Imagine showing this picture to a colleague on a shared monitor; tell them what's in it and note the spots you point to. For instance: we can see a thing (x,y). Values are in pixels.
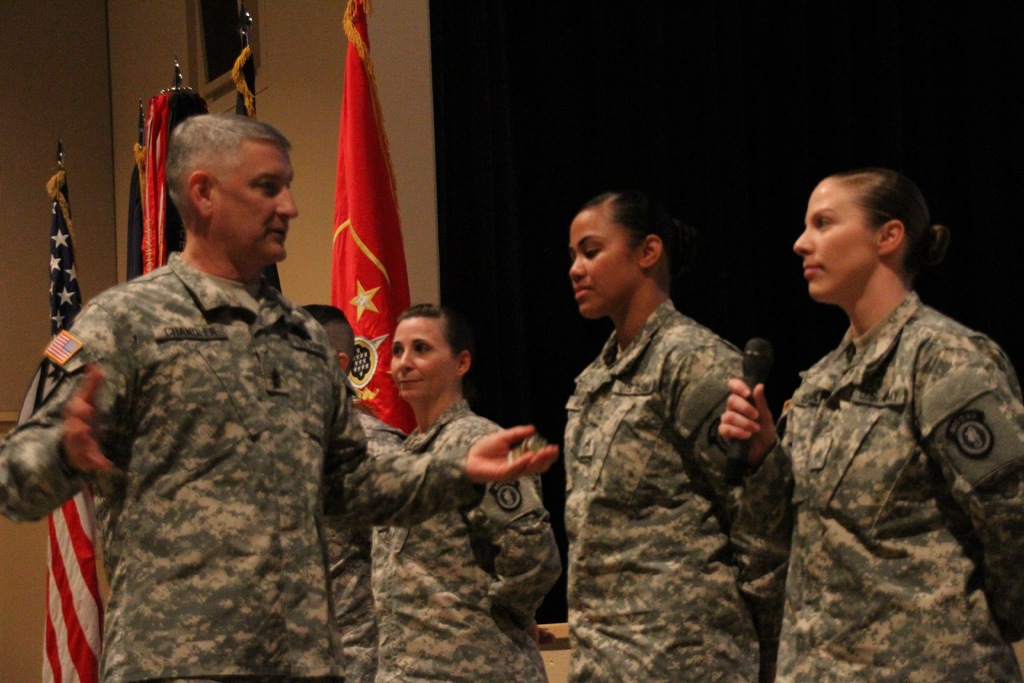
In this image we can see some military people (935,451) standing, one woman (921,438) holding a microphone (742,403) on the right side of the image (848,610), one black object (505,266) in the background (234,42), one object (228,27) attached to the wall (333,181) in the background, one object (203,31) attached to the wall (300,172) on the left side of the image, one man (21,437) holding an object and talking on the left side of the image (20,426).
